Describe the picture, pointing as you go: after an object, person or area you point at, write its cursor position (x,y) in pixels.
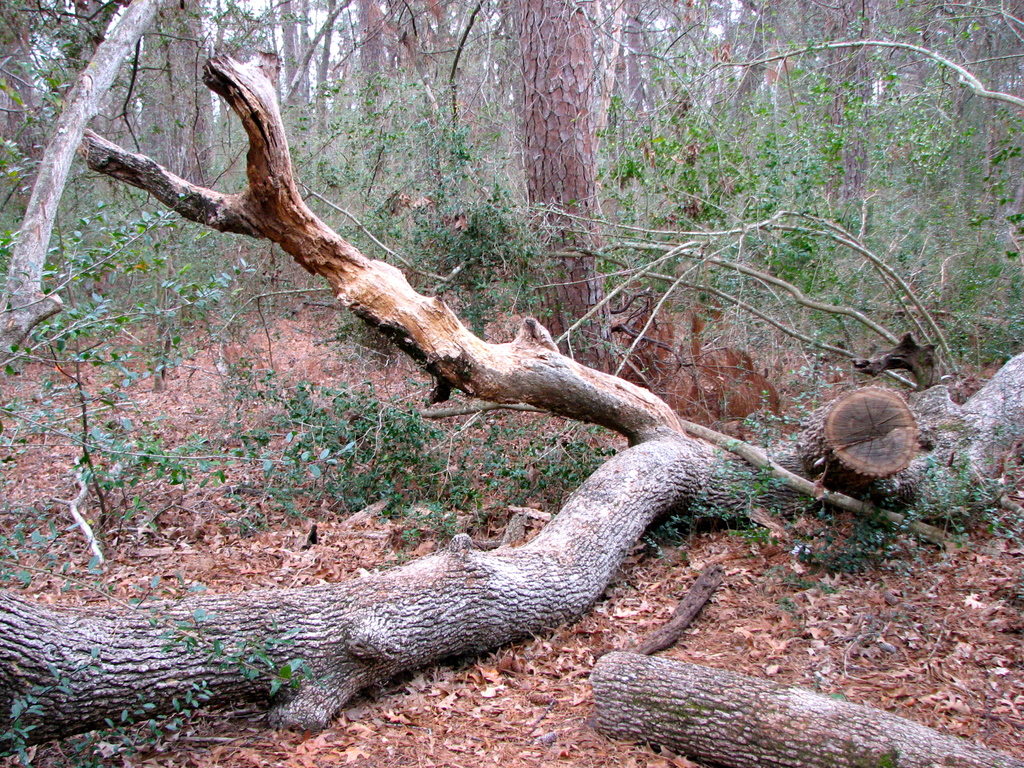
In this picture I can see few trunks (325,683) of trees (624,544) in front and I can see the leaves (141,471) and the plants (23,441). In the background (439,221) I can see number of trees (550,179).
